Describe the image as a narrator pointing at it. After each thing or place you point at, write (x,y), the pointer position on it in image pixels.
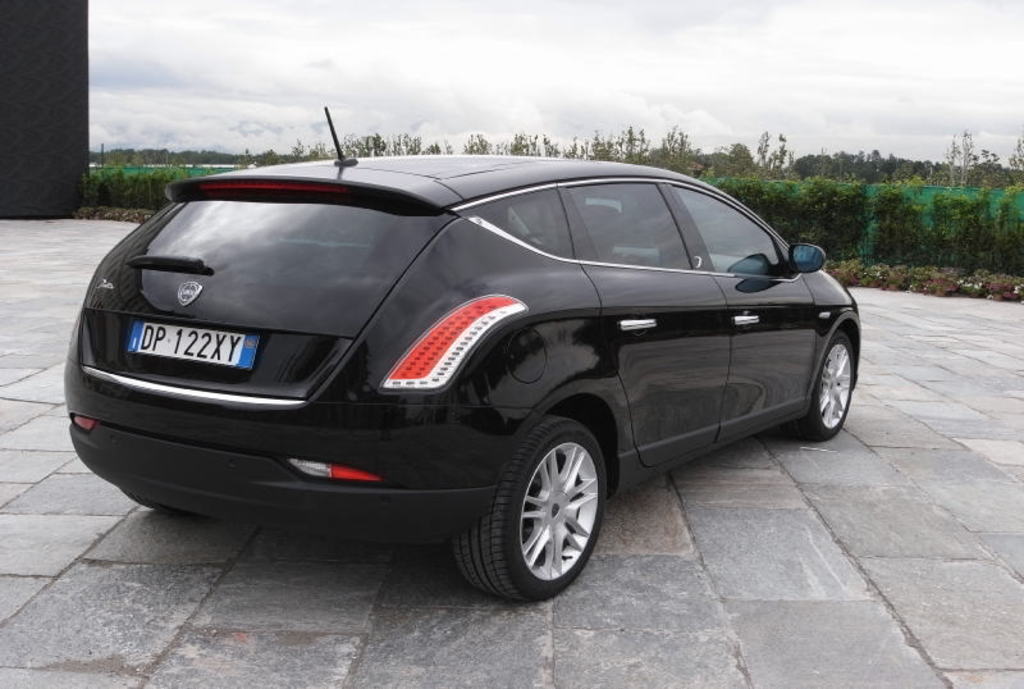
In this image in the front (433,407) there is a car (563,364) which is black in colour. In the background (484,145) there are trees (881,162) and the sky (541,70) is cloudy. On the left side (62,84) there is an object (50,83) which is black in colour.
